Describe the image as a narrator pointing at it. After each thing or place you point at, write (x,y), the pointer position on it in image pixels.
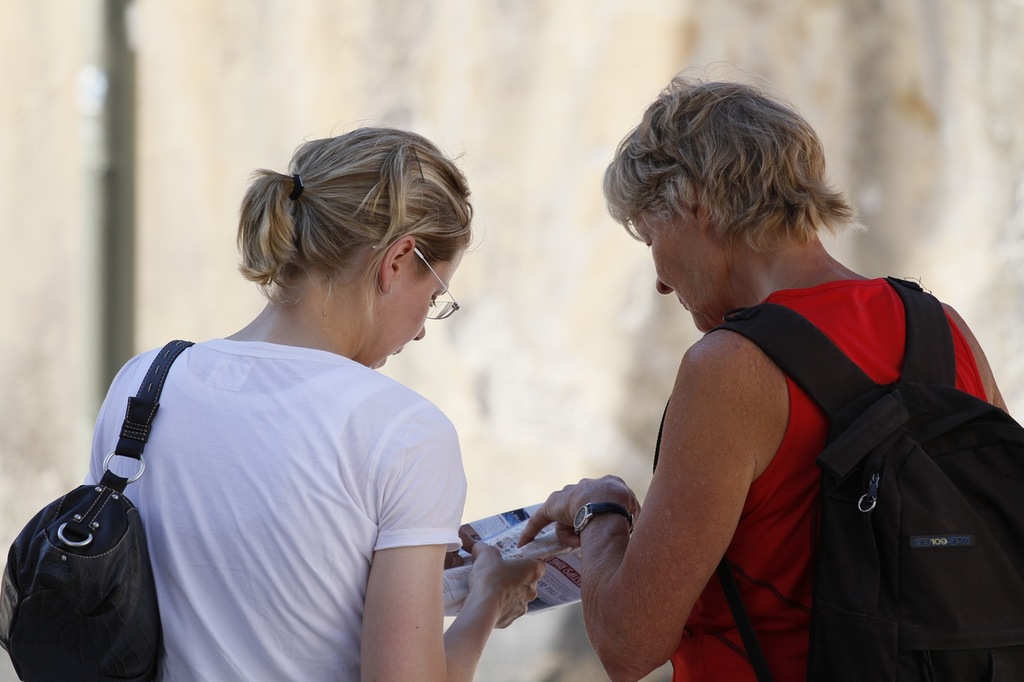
This picture shows two women (171,674) standing and a woman (789,638) wore a backpack (794,322) on her back (891,305) and a woman (523,605) holds a paper (499,527) in her hand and she wore a handbag (72,671).
